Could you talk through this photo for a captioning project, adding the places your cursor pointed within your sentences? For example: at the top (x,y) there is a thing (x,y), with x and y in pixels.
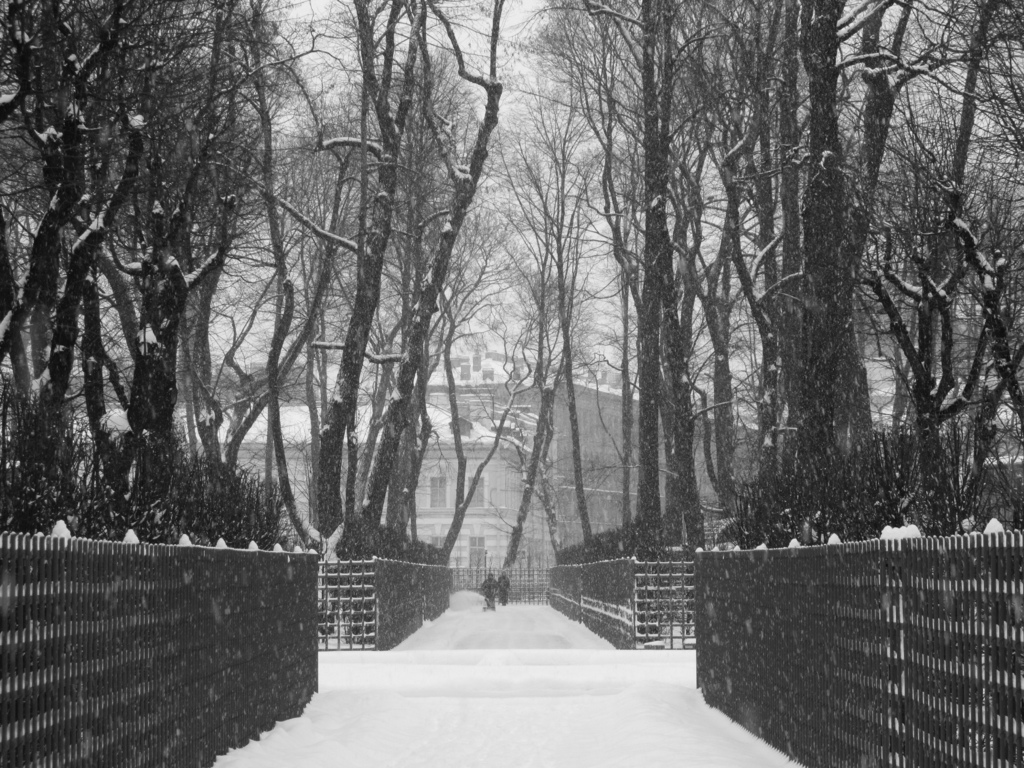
This is a black and white picture. This is snow (578,716). Here we can see trees (212,443), building (474,381), fence (161,668), and two persons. In the background (514,307) there is sky (501,229).
